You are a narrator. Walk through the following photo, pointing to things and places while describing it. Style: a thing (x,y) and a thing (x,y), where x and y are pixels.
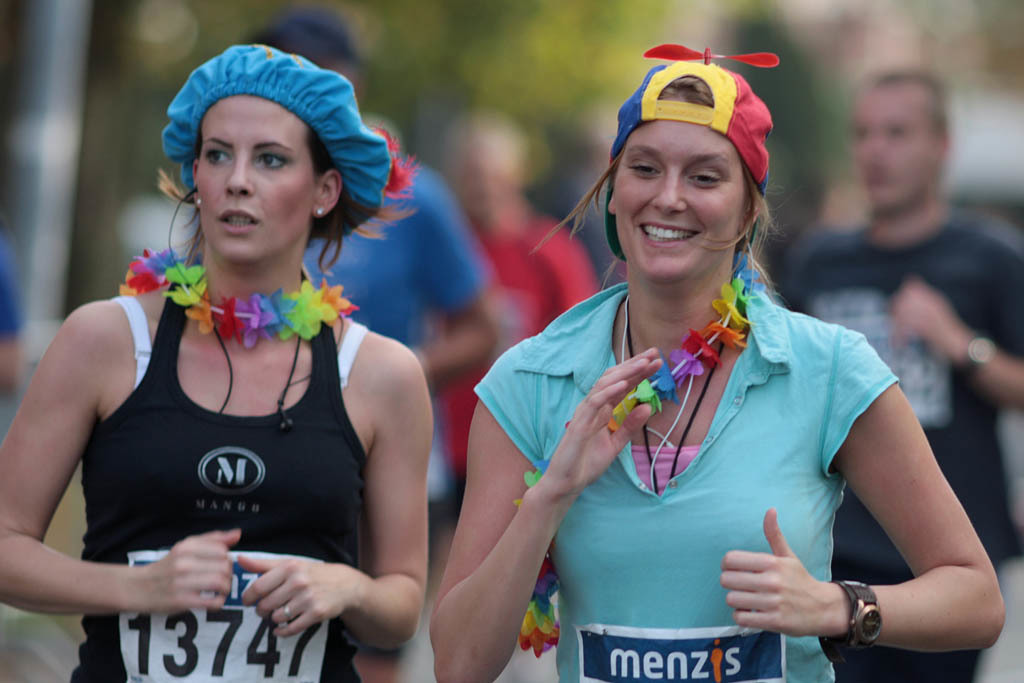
In this image in the foreground (562,363) there are two women (518,378) who are wearing hats (214,87) and one woman (630,297) is smiling, and in the background (989,217) there are some people (1017,258) and there is a blurry background (495,1).
